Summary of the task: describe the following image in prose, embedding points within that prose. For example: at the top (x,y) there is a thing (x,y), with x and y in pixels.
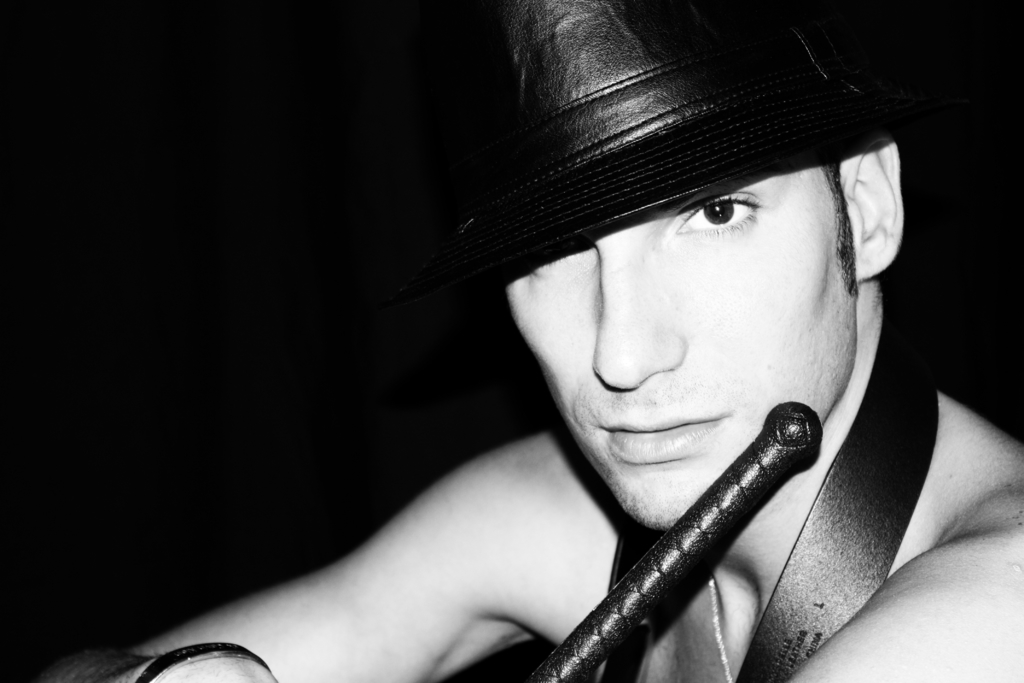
In this image I can see a man (706,340) and I can see he is wearing a hat (810,136). I can also see an object (587,677) over here and a belt (764,668). I can also see this image is black and white in colour and I can see this image is little bit in dark from background (123,485).
